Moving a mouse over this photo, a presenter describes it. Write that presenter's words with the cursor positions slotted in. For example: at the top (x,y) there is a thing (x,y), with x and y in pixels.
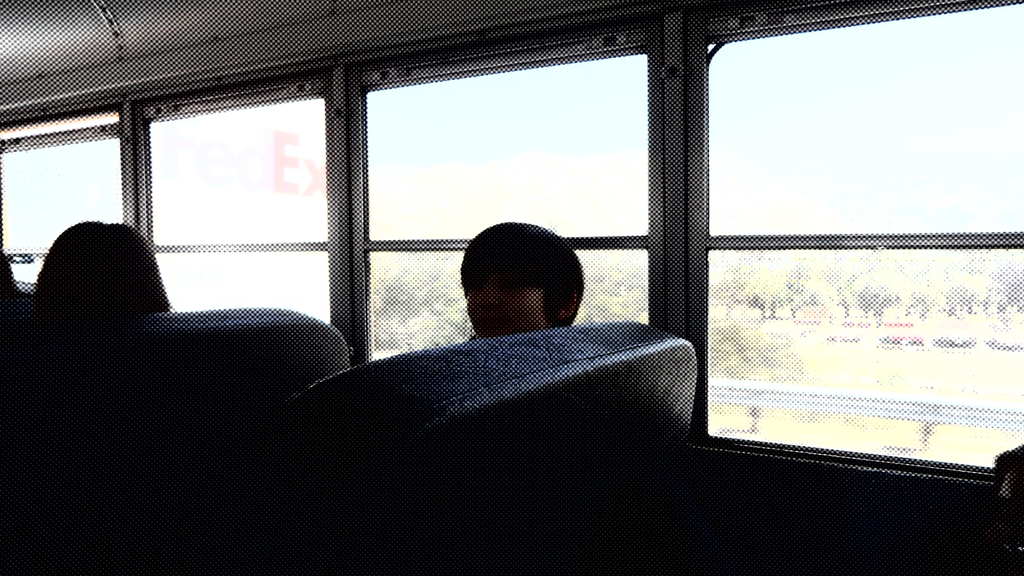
In the foreground of this image (499,351), there are people (150,302) sitting on the seat (390,388) inside of a vehicle (650,7) and through the glass window (899,314) we can see the trees (848,312).
